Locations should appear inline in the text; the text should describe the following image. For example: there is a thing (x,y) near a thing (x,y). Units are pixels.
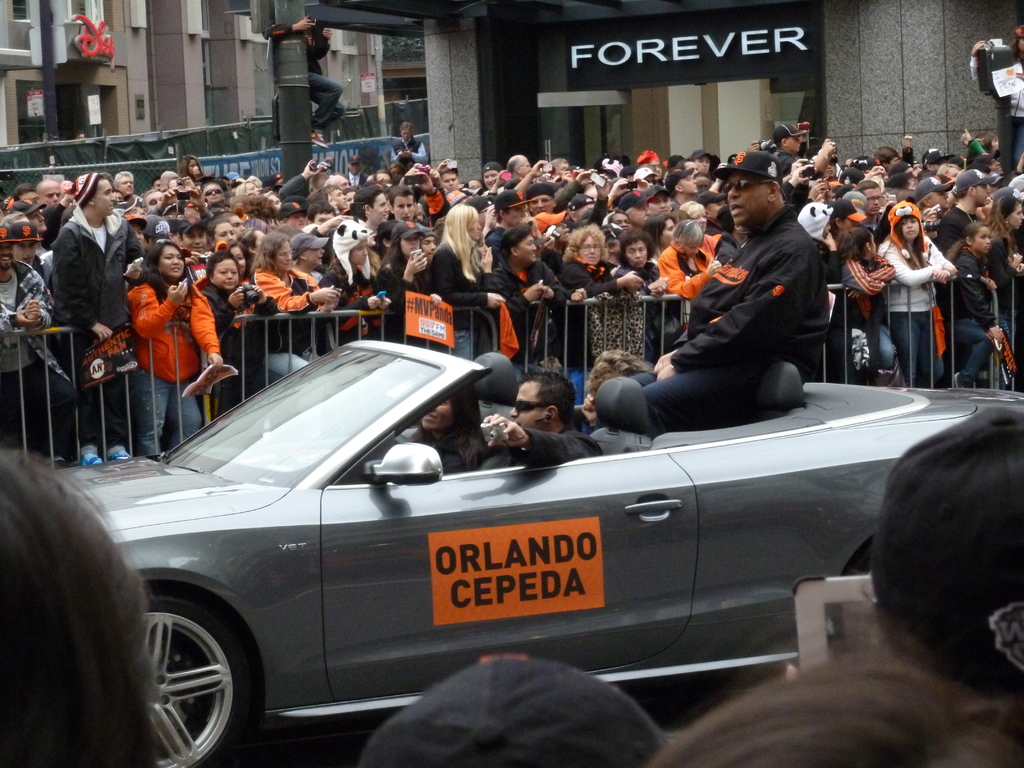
This picture shows few people (469,418) seated in the car (364,563) and we see few people (440,180) standing on the both sides and few are holding cameras (824,659) in their hands (329,293) and we see buildings (547,47) and we see a man (318,67) sitting on a pole (300,71).
